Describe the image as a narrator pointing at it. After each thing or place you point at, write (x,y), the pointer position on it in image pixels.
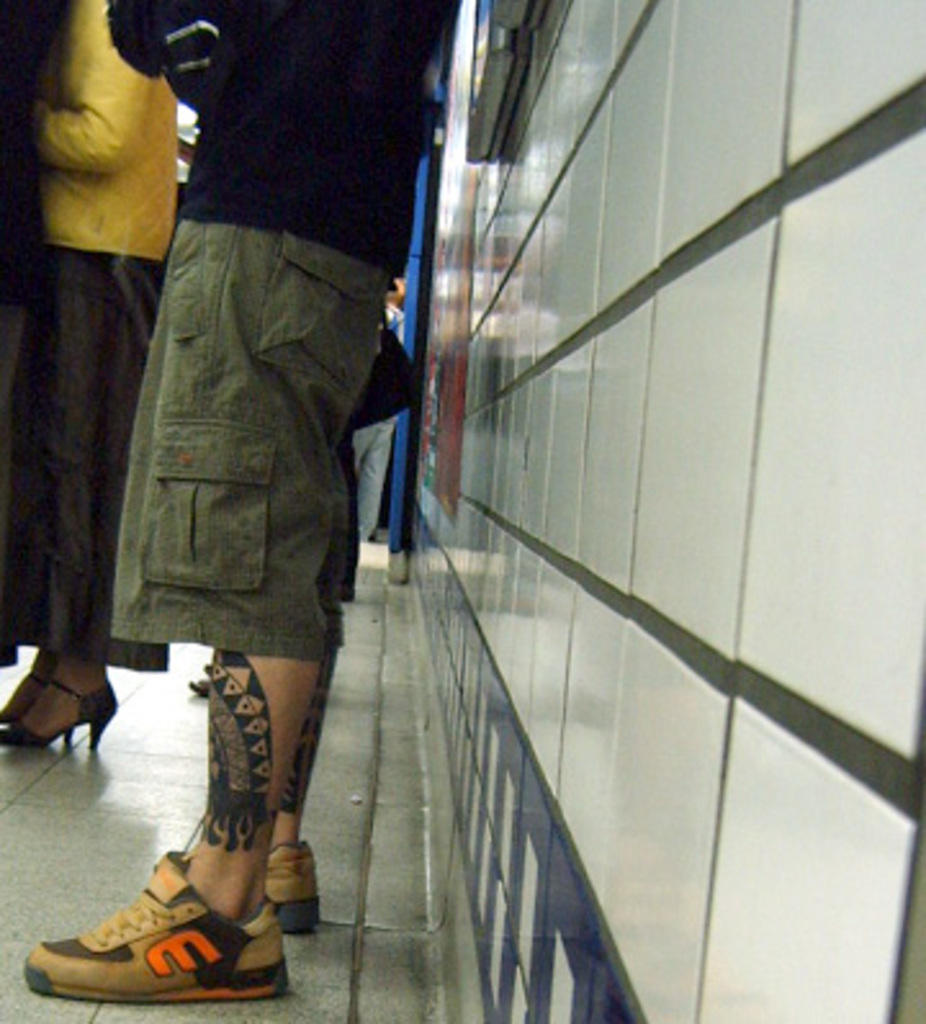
In this picture I can see people (273,520) standing on the surface (176,743). I can see a person (288,574) wearing shoes (261,953) on the left side (268,763). I can see the tattoo (251,750) on his leg (288,783). I can see a woman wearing heels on the left side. I can see the wall (507,535) on the right side (669,545).
